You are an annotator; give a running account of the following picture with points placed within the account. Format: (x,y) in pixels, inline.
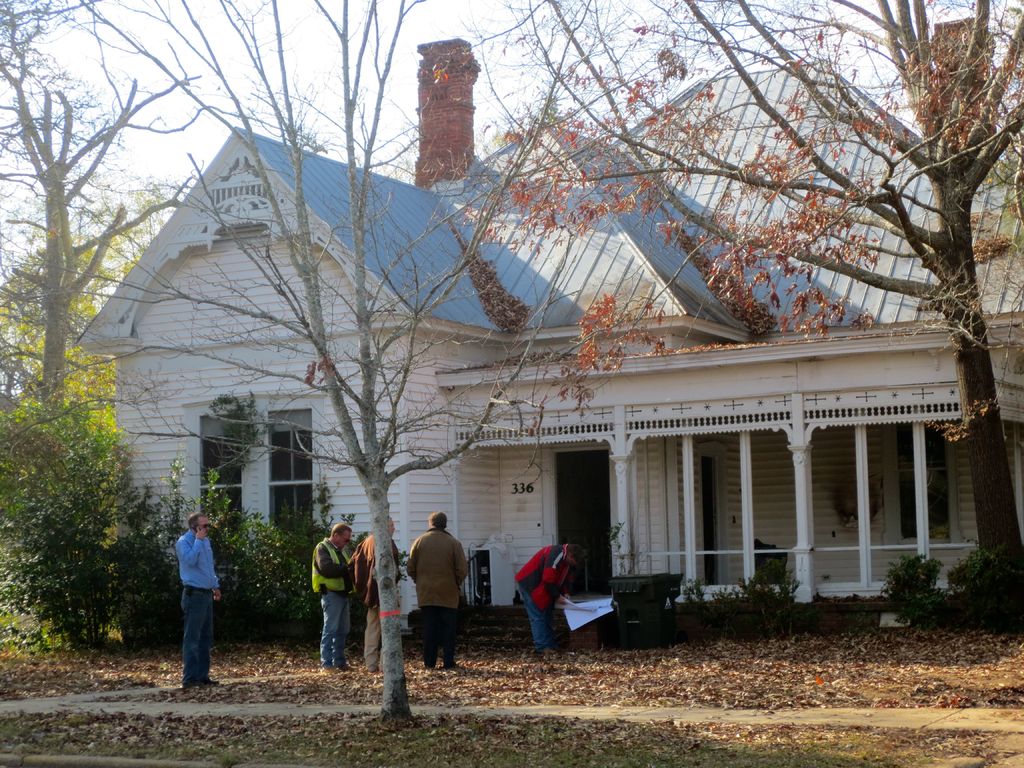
In this image, we can see a building (659,377) with chimney (440,156) and in the background (102,448), there are trees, plants (727,610) and people (439,558) and one of them is holding some papers (573,607). At the bottom (520,708), there is ground (611,709) covered with leaves (626,701) and at the top (374,38), there is sky (453,21).
